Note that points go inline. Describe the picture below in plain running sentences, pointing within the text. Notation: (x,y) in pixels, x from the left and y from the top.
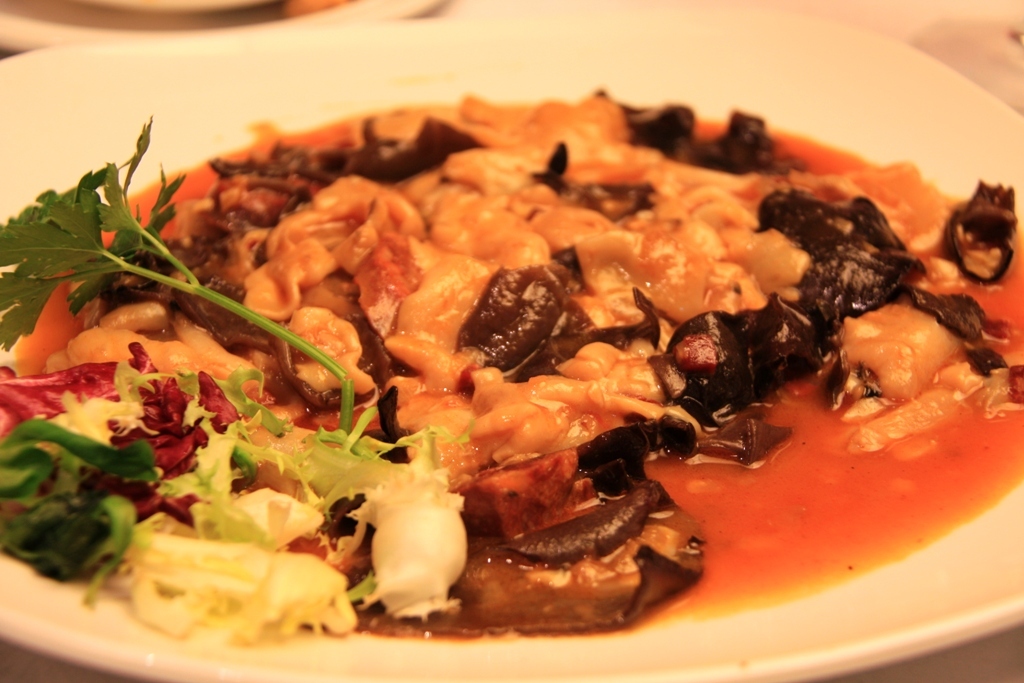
In the image we can see a plate (569,49), white in color. In the platter (408,679) there are a food item (399,430) and leaves (68,204).
